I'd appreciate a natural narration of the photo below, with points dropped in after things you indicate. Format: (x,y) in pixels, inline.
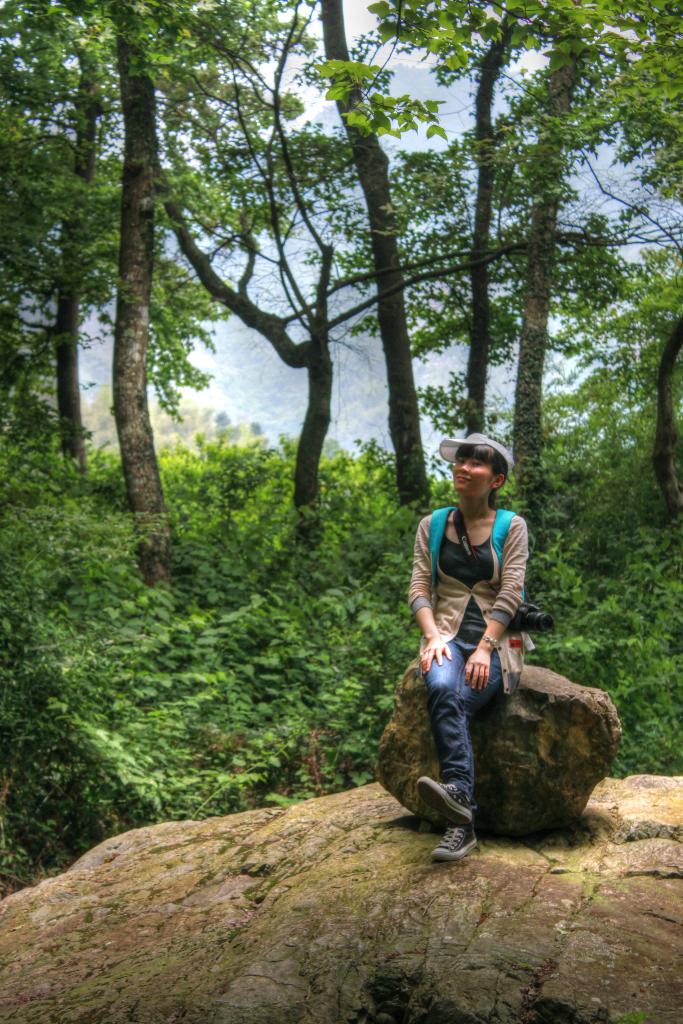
In the center of the image (424,562) there is a woman (434,714) sitting on a stone (438,780). In the background of the image (65,500) there are trees (37,277) and plants (184,604).
